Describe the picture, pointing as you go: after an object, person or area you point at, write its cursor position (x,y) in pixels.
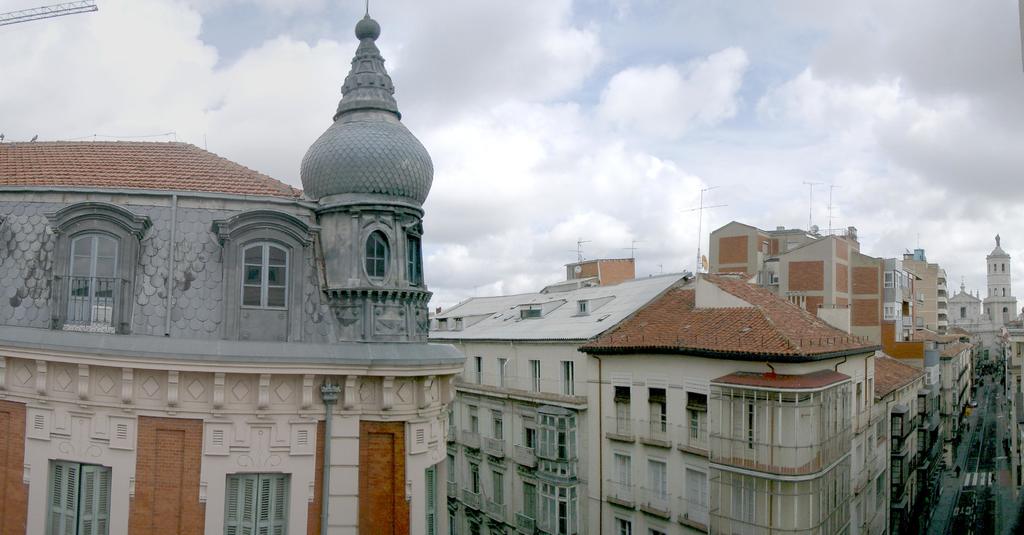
In this picture I can see there is a street (963,506) here and there are cars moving in the street (979,491) and there are buildings (229,503) here and the sky (607,161) is cloudy.
